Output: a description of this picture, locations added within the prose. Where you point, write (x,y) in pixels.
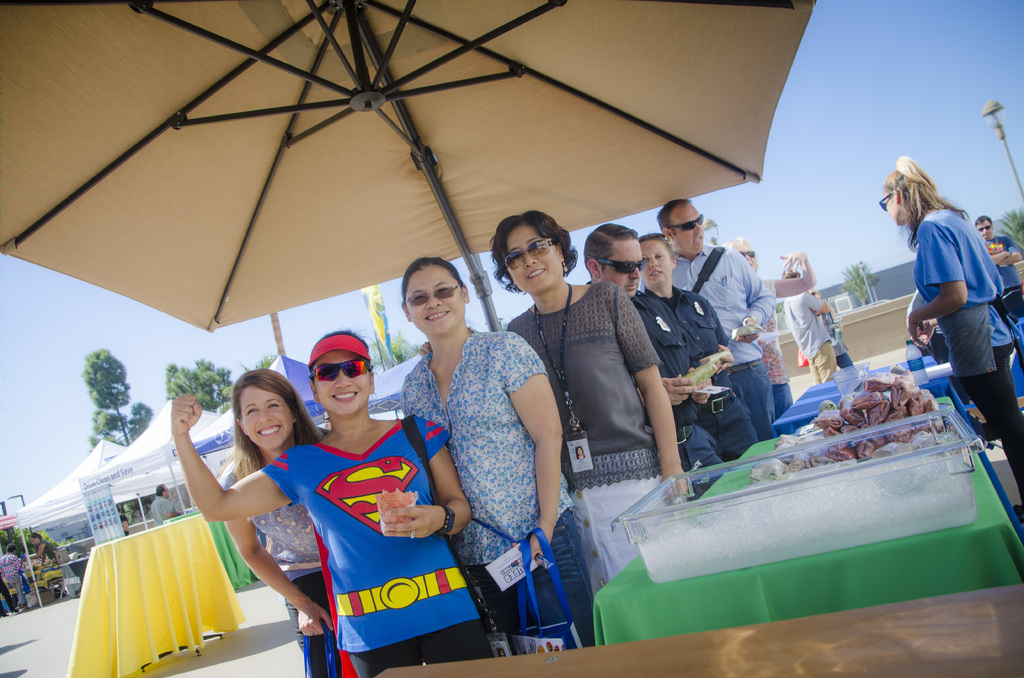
In this image there are group of people (397,440) standing under the umbrella (460,237), and there are some objects (856,411) on the tables (884,650), and at the background (808,335) there are stalls (231,414), group of people (906,173), banner (100,485), flag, poles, lights (990,117), trees (854,289), wall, sky (64,386).
